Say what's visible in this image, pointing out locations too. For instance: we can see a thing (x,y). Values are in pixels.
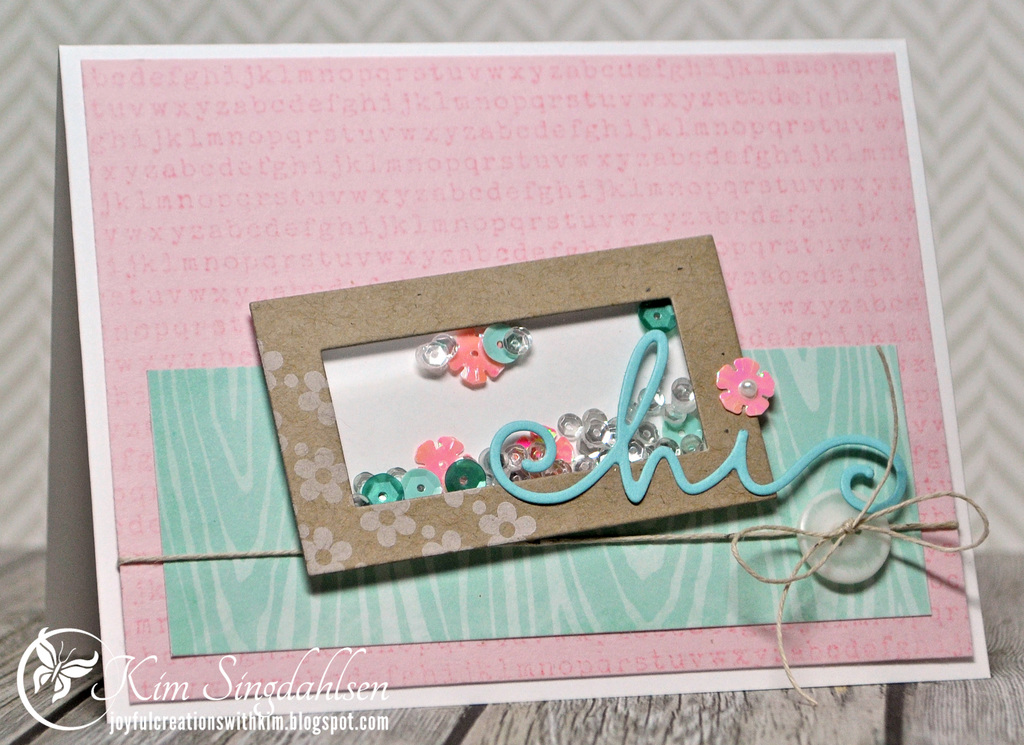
In this image there is a wooden object (678,712) towards the bottom of the image (545,713) that looks like a table (520,729), there is a card (190,162) on the table (1011,715), there are objects (541,442) on the card (550,415), there is text (640,212) on the card (710,348), there is text (238,690) towards the bottom of the image (206,707), at the background of the image (1001,361) there is a wall (46,122).
